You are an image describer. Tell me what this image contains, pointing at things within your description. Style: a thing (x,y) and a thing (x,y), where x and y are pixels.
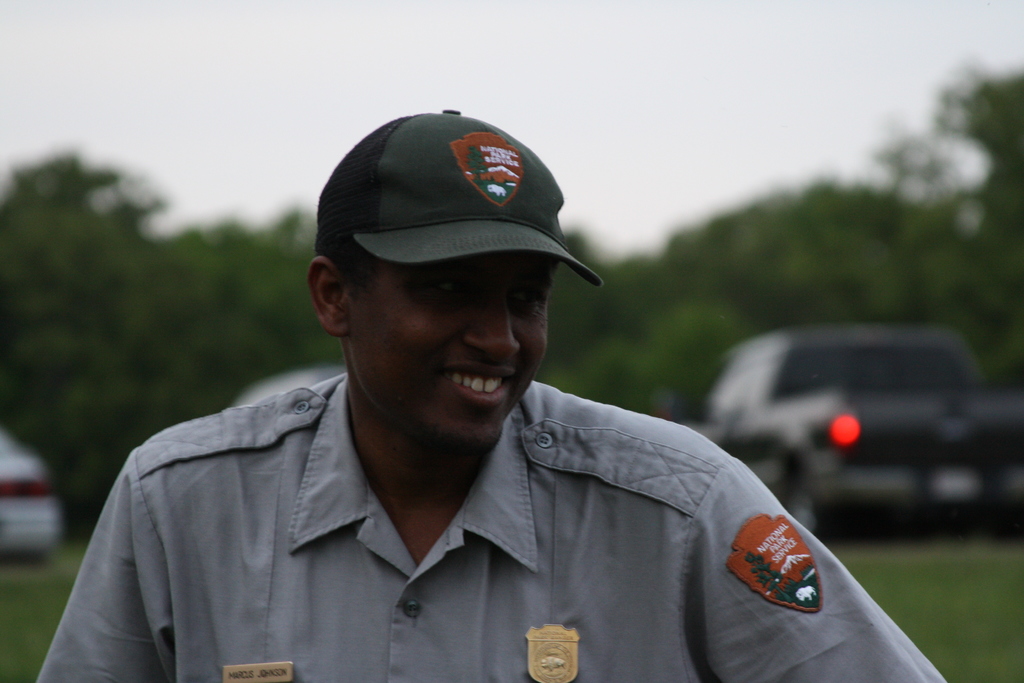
In this image I can see a man (410,465) and I can see he is wearing uniform (485,536) and a cap (513,194). I can also see smile (485,369) on his face (425,373) and here I can see something is written. In the background (745,406) I can see few cars (35,545), few trees (808,237) and I can see this image is little bit blurry from background (58,211).
